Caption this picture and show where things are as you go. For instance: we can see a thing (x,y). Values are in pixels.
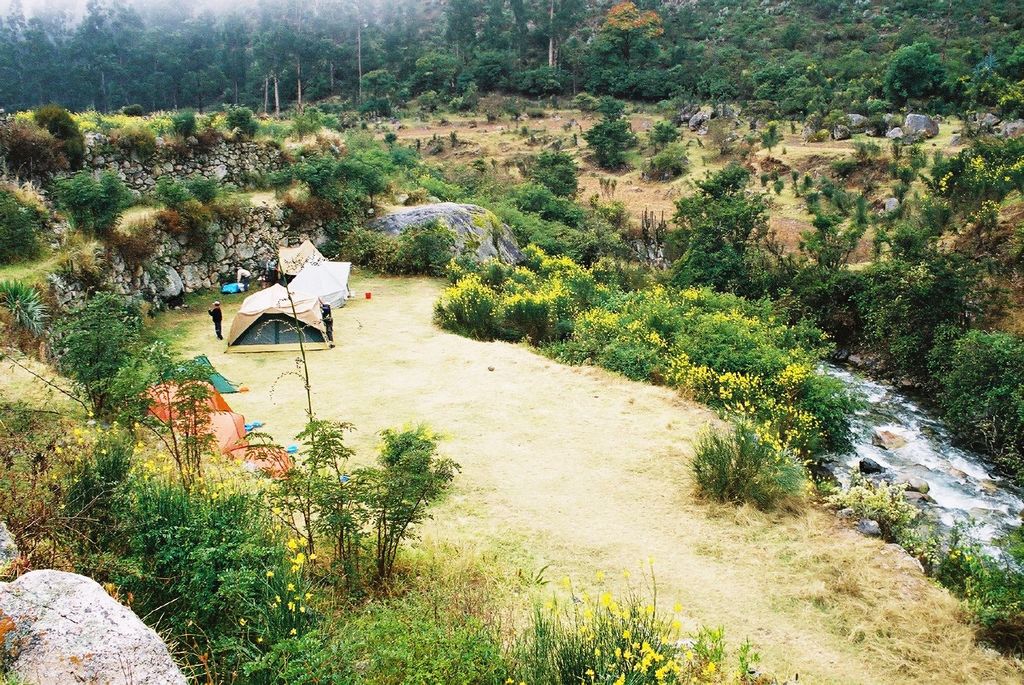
In this image there are tents (319,321) on the grassland (462,383). There are people (220,331) on the grassland (578,442). Right side (924,442) there is water (912,434). Background (867,154) there are trees (743,231) and plants (892,172) on the land (469,150). Bottom of the image (518,642) there are plants (502,650) having flowers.
